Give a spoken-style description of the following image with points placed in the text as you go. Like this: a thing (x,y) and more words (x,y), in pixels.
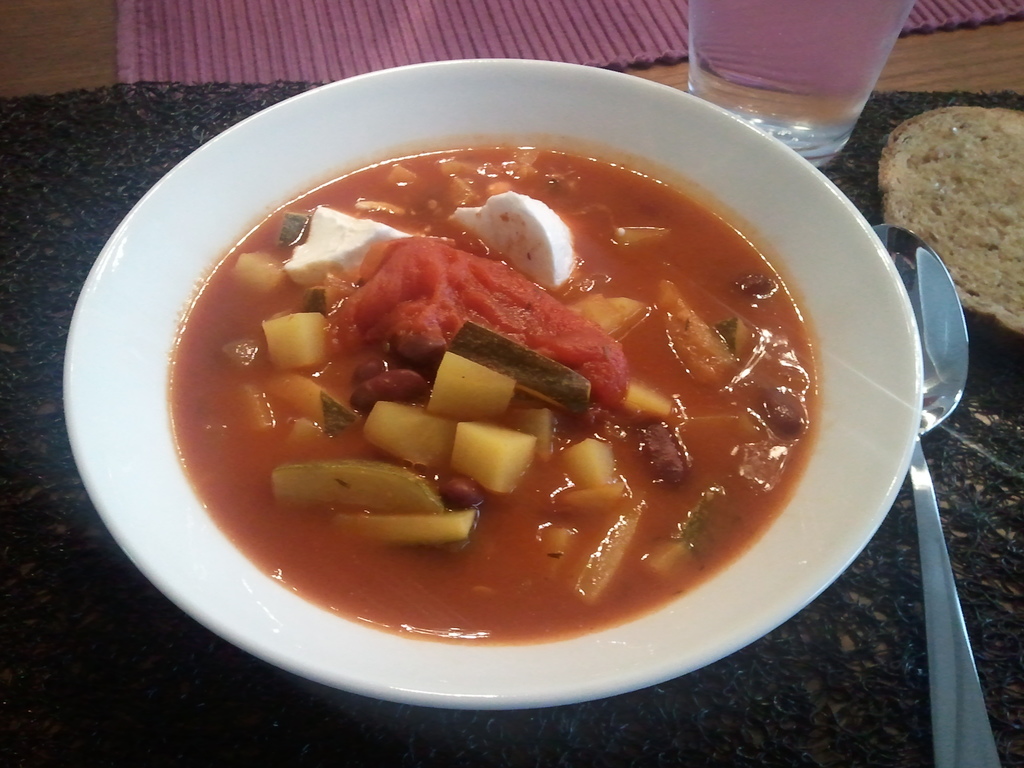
Here in this picture we can see a table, on which we can see a bowl (480,69), in which we can see soup (552,478) and vegetables (459,396) in it and beside that we can see a spoon (928,304), a piece of bread (955,242) and a glass of water (835,85) and a napkin (681,19) present.
